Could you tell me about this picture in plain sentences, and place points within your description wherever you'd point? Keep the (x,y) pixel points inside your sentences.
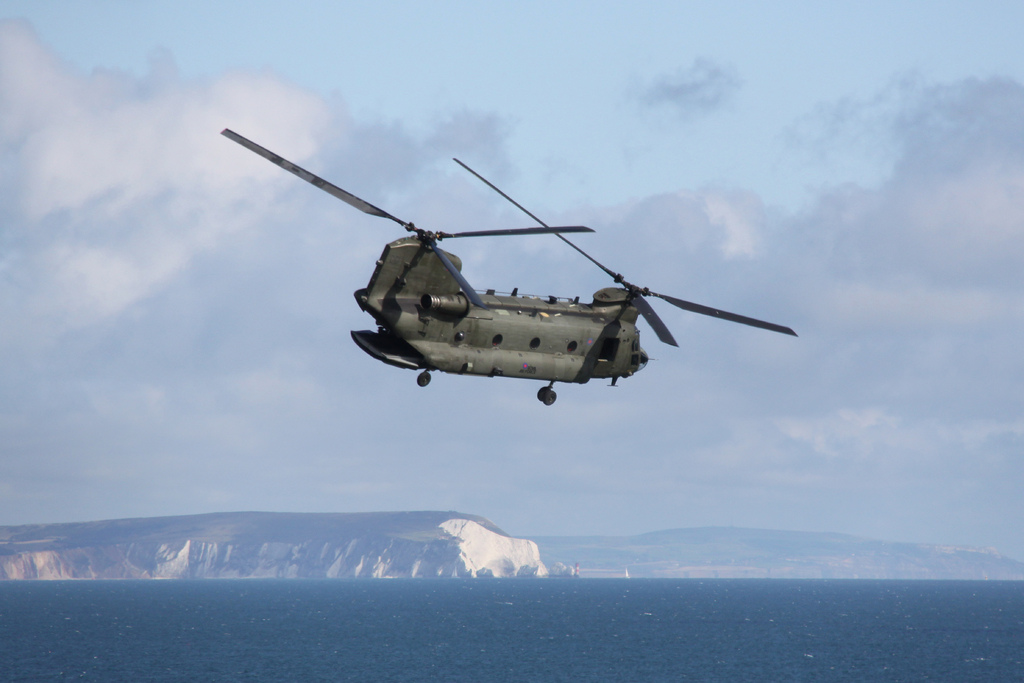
In this image there is a Chinook helicopter (500,235) in the air (705,378). At the bottom of the image (540,636) there is a sea (844,583). In the background (485,486) there are mountains (214,520) and the sky (808,198).
